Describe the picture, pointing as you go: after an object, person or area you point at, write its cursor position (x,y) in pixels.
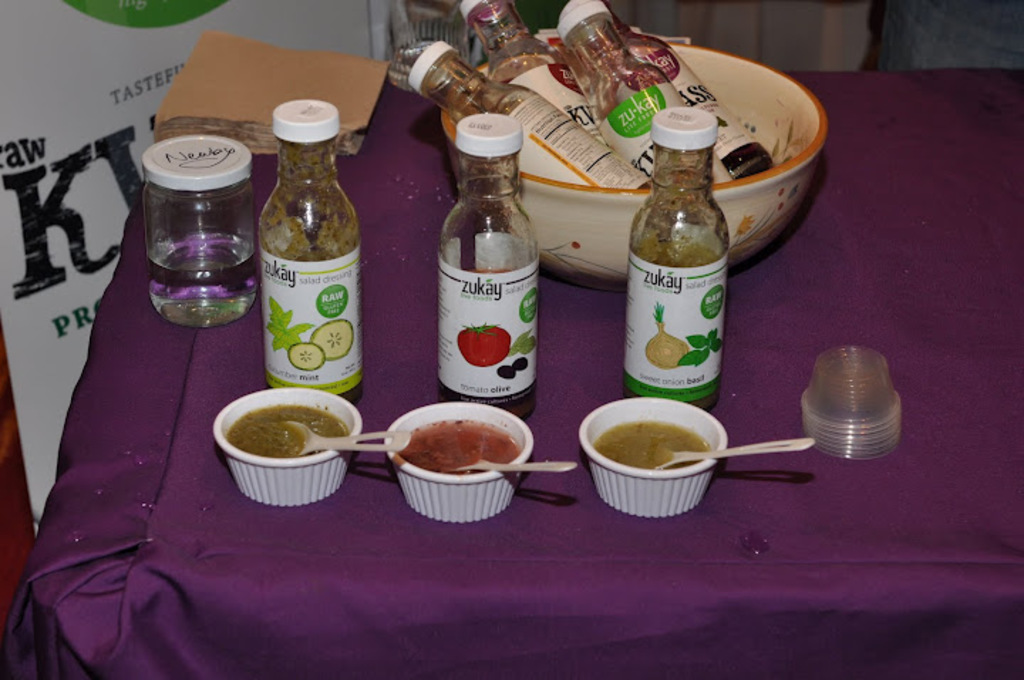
In this image we can see one table (860,551) covered with a tablecloth (325,568) and different objects (318,261) on the table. There is one banner (55,159) with some text (59,311) near the table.
